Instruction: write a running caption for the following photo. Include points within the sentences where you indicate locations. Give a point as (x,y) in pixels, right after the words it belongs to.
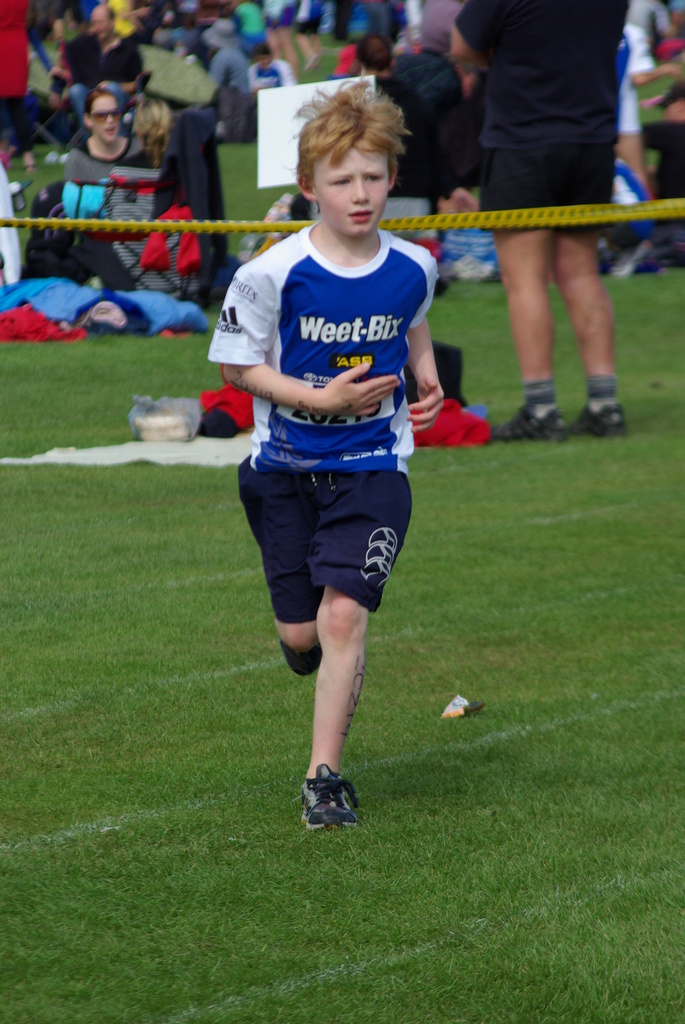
In the background (591,173), we can see a person (567,157) wearing a black dress (543,129) and group of people (107,233) sitting on the ground (230,184).
